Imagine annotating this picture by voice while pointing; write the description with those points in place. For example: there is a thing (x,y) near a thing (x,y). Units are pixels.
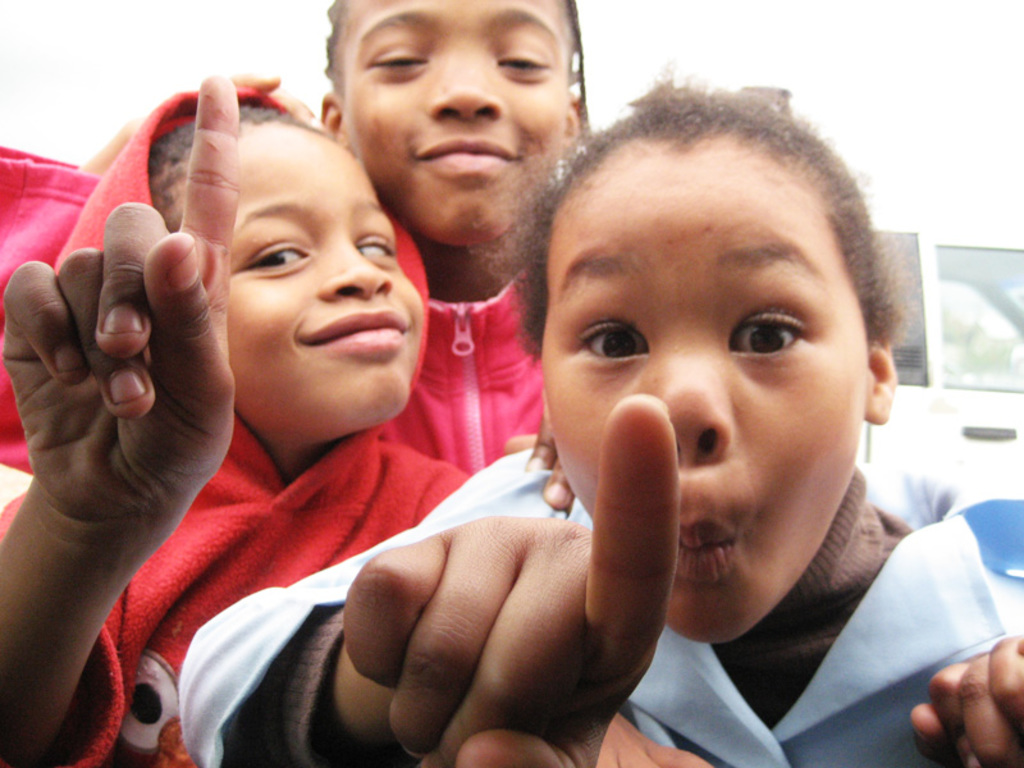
In the picture there are three kids (427,333), one of them is giving a weird expression and two of the kids (369,419) are pointing their fingers (203,280) and in the background (946,410) there is a white vehicle (945,357).
